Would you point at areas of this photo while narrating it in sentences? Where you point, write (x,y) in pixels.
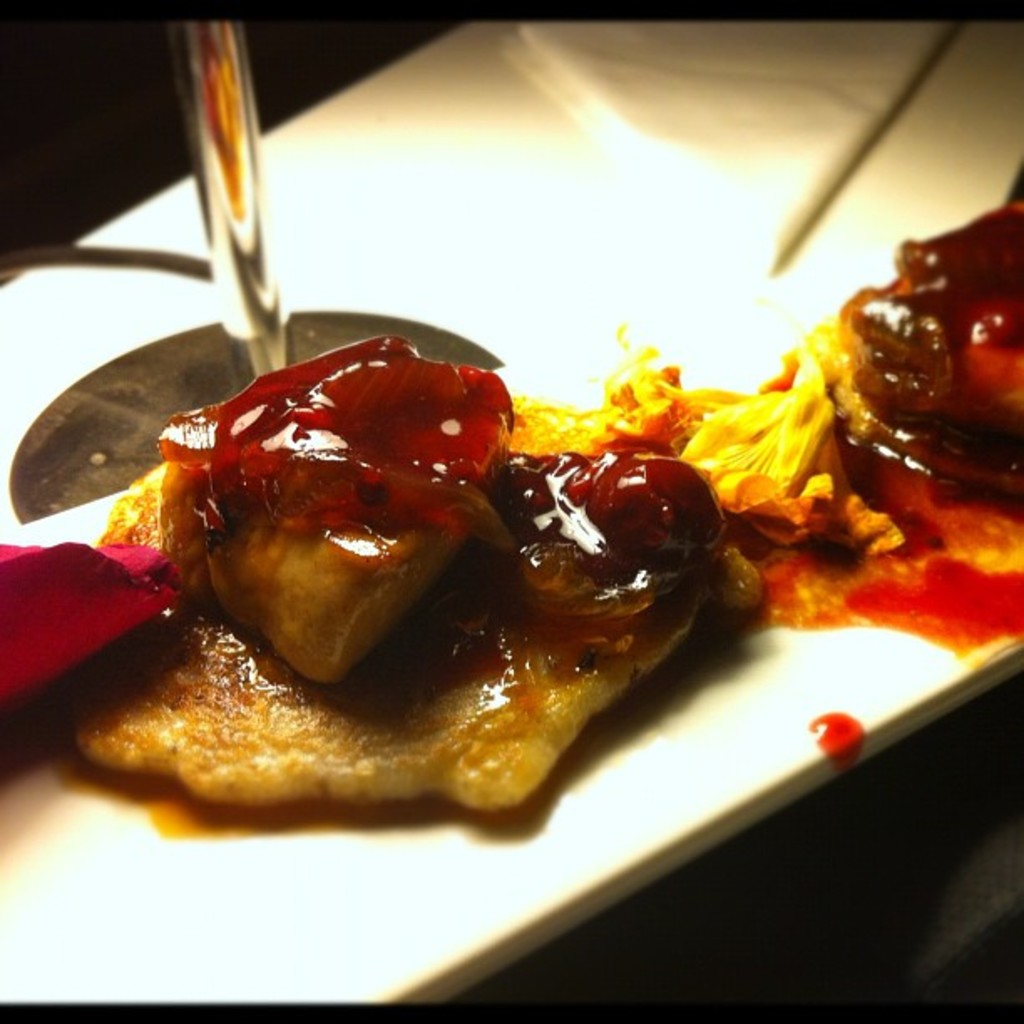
In this image we can see some food (487,649) in plate (681,646) placed on the table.
